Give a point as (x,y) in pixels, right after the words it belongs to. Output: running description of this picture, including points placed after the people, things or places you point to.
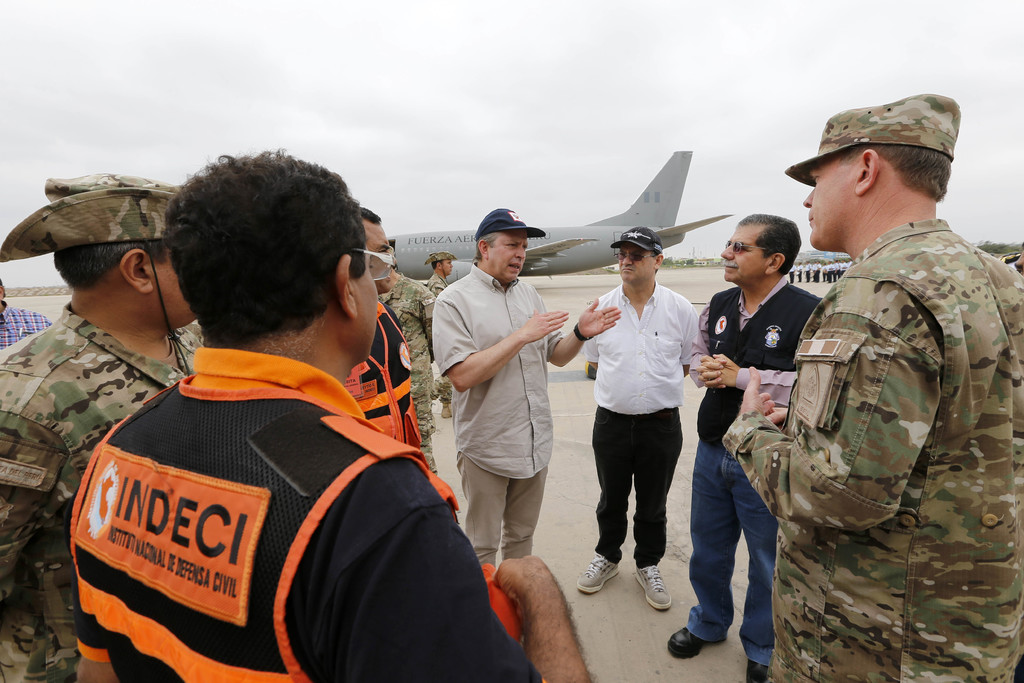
In this image we can see group of persons (675,340) standing on the ground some persons (915,397) are wearing military uniforms (70,428) and caps (153,217). In the background (605,234), we can see an airplane (533,260) placed on the ground (586,284), group of trees (993,246) and the sky (393,97).
